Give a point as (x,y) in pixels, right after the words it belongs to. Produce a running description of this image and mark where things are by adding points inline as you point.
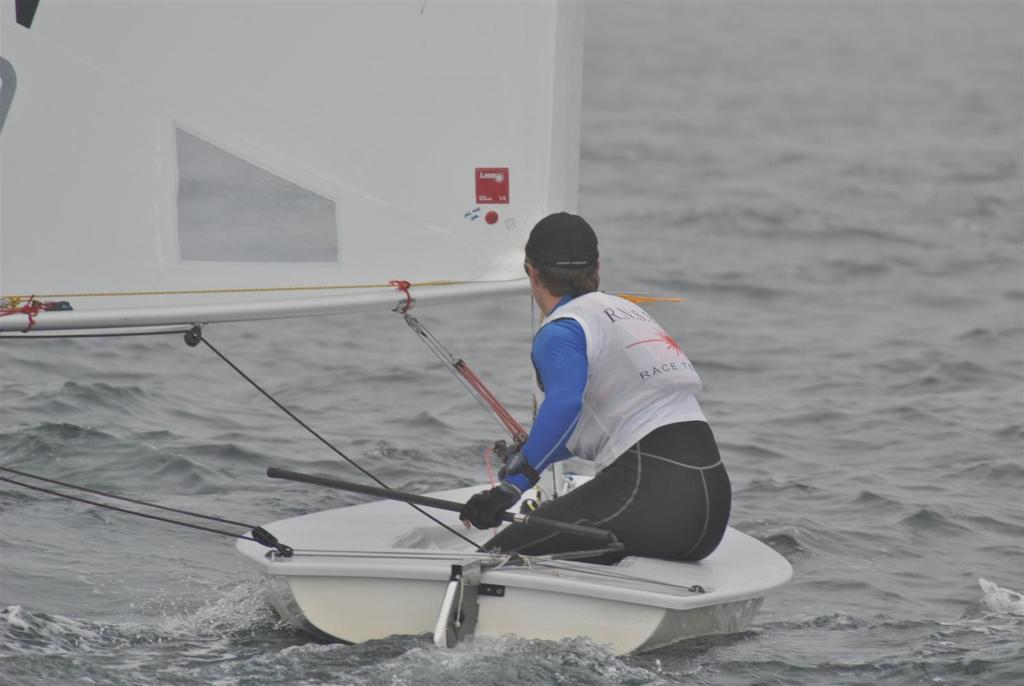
This picture shows a boat (119,89) in the water (594,473) and we see a man (634,525) seated in the boat (590,566).
